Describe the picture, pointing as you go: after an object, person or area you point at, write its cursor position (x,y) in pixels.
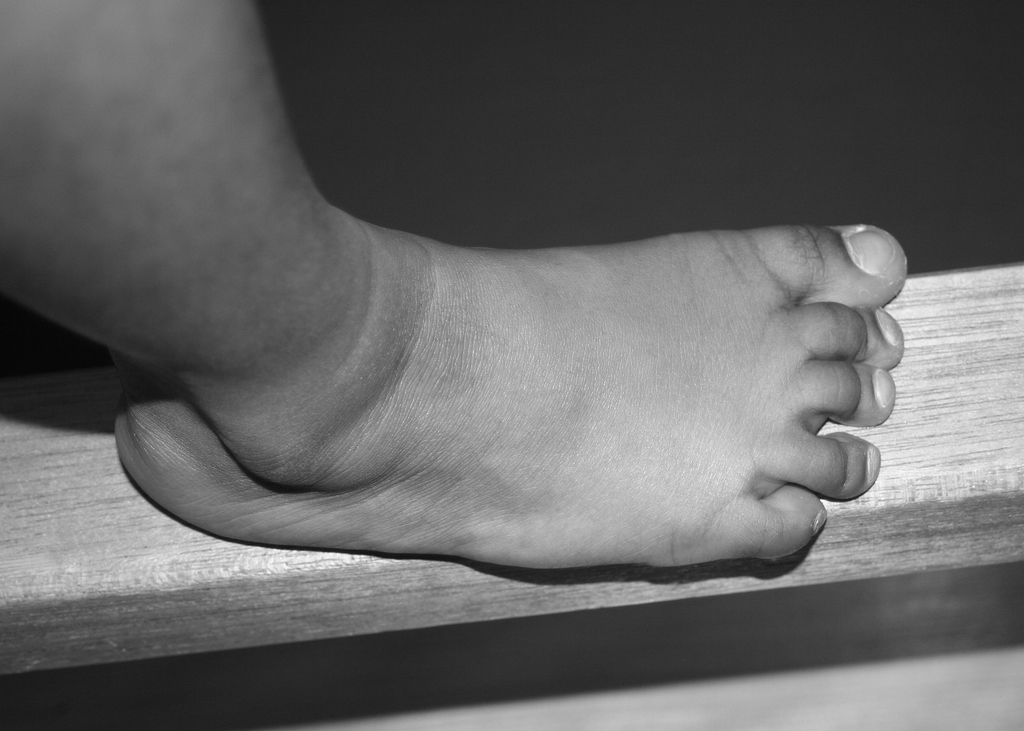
In this picture I can observe a human leg (179,231). The background (374,77) is dark. This is a black and white image.
